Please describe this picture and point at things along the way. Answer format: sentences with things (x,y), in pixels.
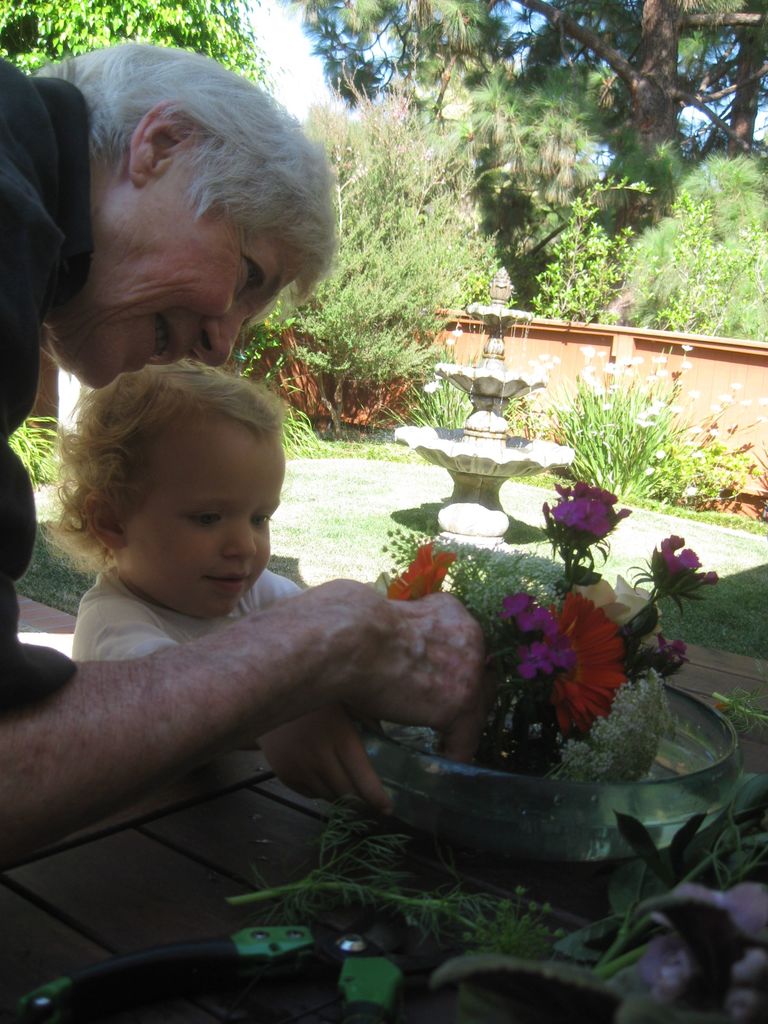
In the foreground of the picture (481,550) we can see flowers (496,583), plants (615,890) and a man (8,319). In the middle (413,430) we can see grass (405,492), plants (576,412), fountain like object (475,384) and wall (400,391). In the background (457,35) there are trees (628,35), plants (686,201) and sky (315,77).
